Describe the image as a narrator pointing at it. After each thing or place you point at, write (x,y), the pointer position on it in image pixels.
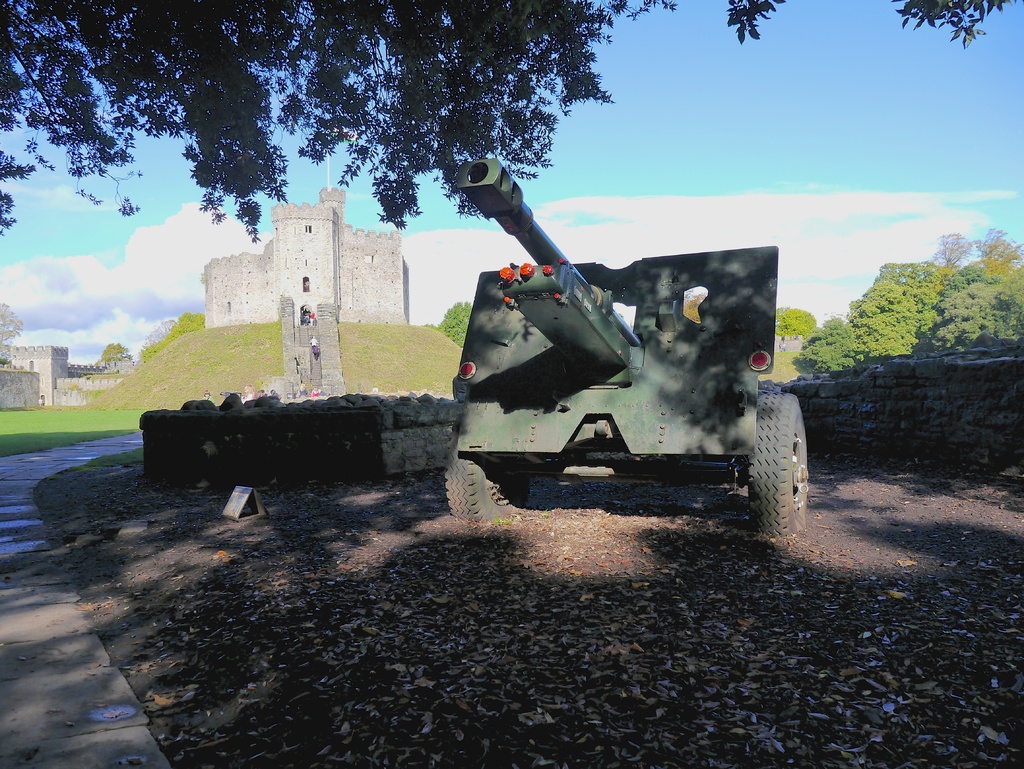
In the middle of the image (534,386) we can see a weapon (659,347), in the background (367,384) we can find grass (367,384), few trees (905,322), forts (296,345), clouds (195,229) and group of people (316,354).
